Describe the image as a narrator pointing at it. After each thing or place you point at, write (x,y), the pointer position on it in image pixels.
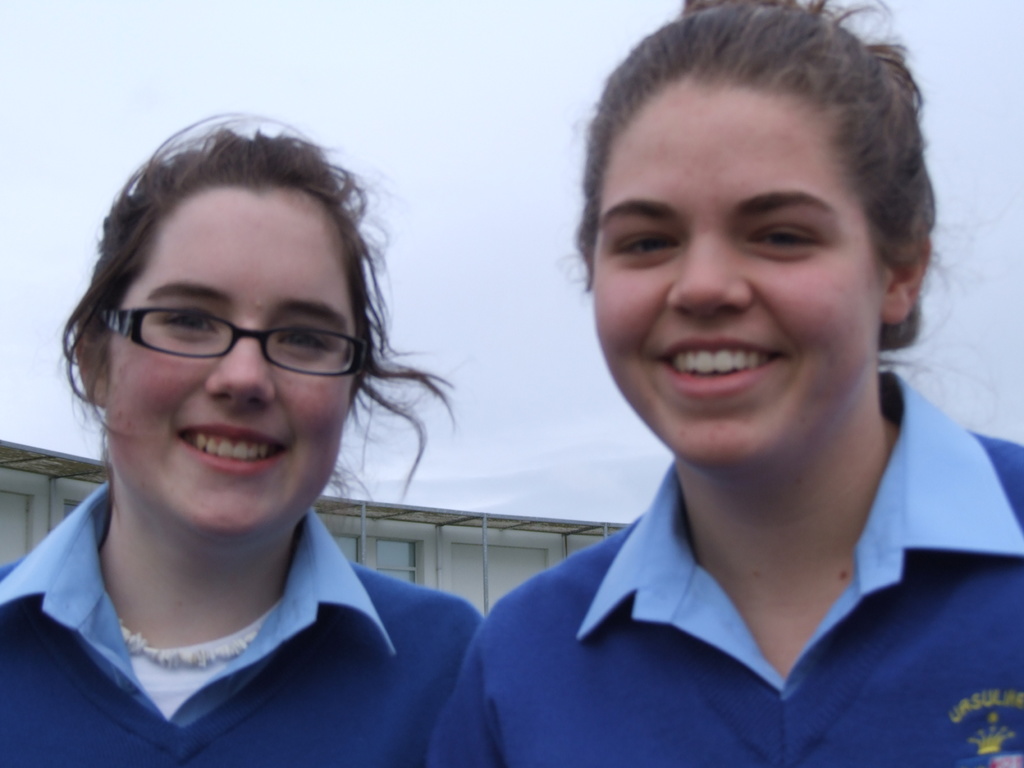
In this picture, we can see two ladies (637,586), in the background (472,537) we can see white color object (398,525) and the sky (411,99).
